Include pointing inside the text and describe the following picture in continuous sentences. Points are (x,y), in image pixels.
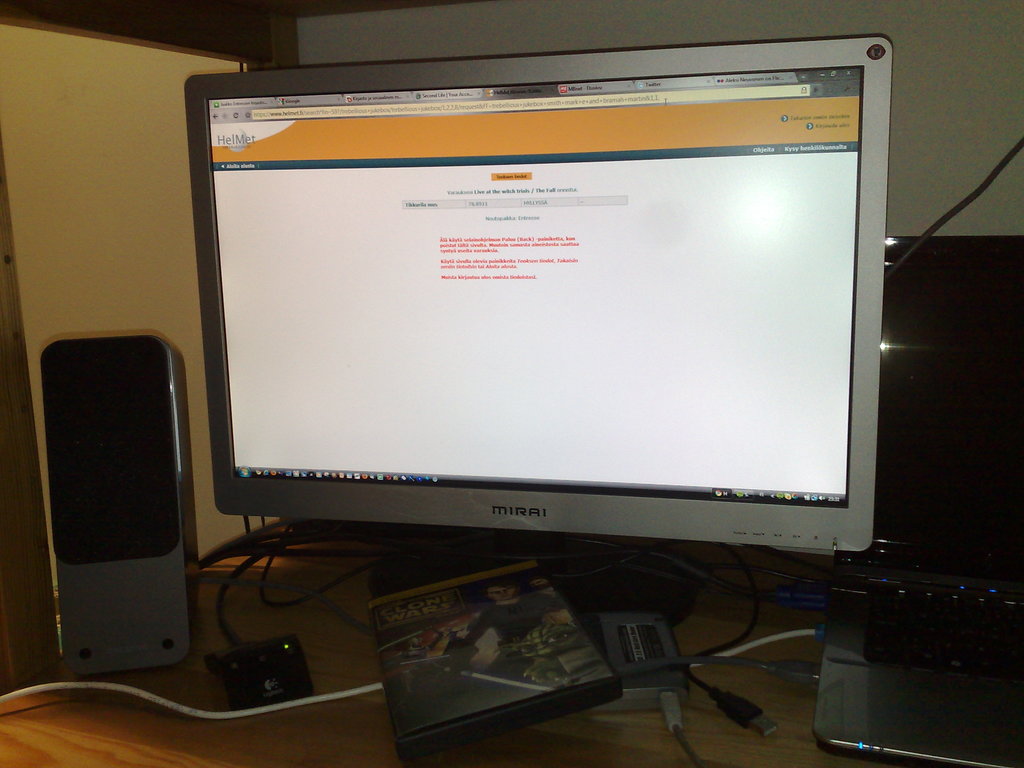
In this image I see a monitor (314,75) and there are tabs (356,94) opened in it and there is a site (839,466) on the screen (569,196) and I see a speaker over here, laptop (989,247) and few wires (701,664) and a thing (499,592) over here.
